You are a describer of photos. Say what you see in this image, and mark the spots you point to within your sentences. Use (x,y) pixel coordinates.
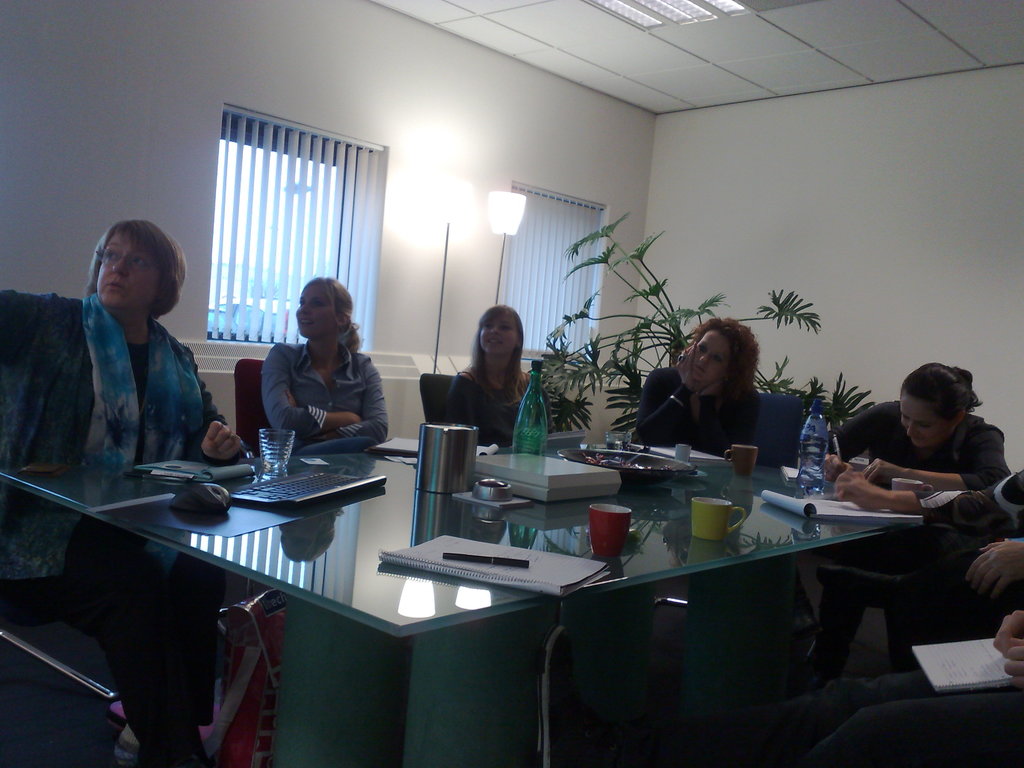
In this picture there are women (169,300) sitting in the chair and there is a table (399,512) in front of them with water bottle (821,452) some books (451,572) and papers (470,566).
